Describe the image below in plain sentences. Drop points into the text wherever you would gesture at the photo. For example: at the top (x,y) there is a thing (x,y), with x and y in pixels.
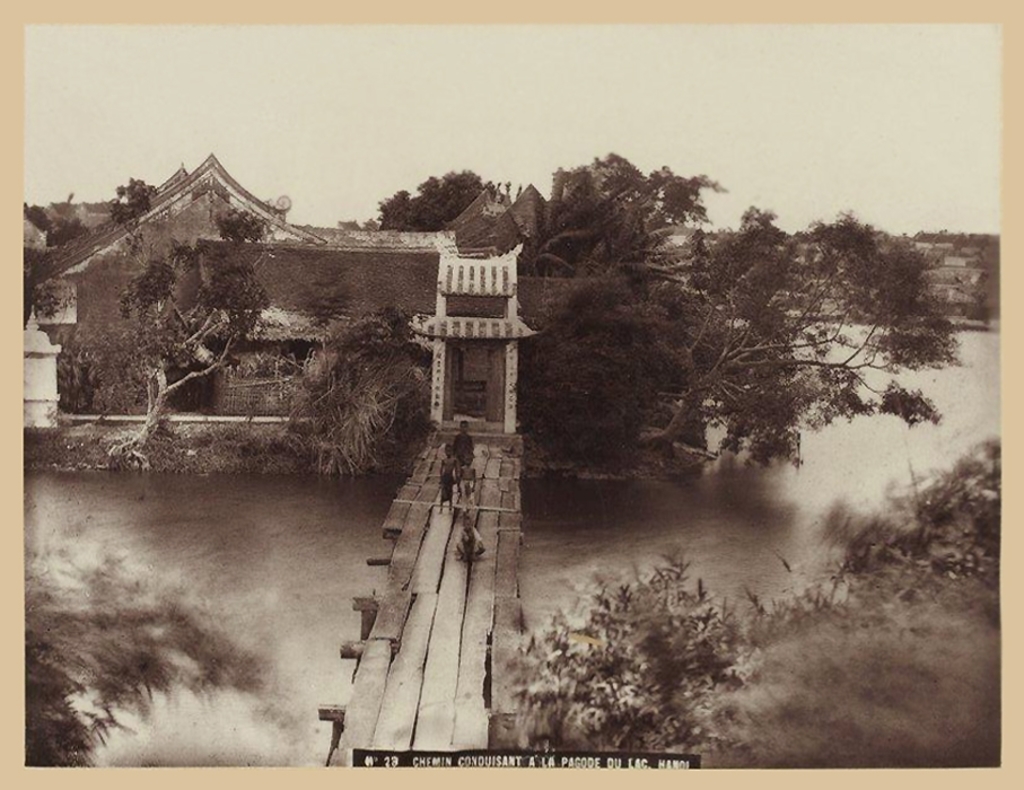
In this image there is a bridge (416,649) in the center (440,482) and on the bridge (405,671) there are persons (465,475). In the background (519,247) there are trees (777,337) and there are houses (89,285). In the center (600,519) there is water (793,537). In the front (696,661) there are plants (614,675).
